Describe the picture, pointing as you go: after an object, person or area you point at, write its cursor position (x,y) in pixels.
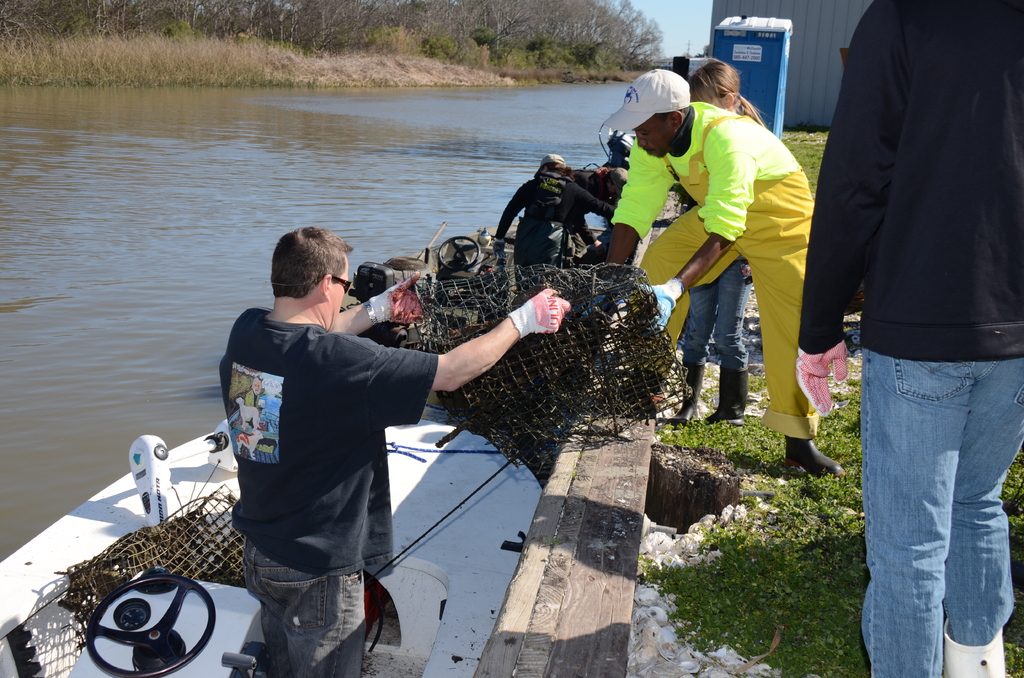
In this image we can see few people (780,346). One person (342,328) is wearing goggles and gloves (408,299). Another person (704,220) is wearing cap (622,118) and gloves (679,281). Two persons (679,281) are holding net (544,363). And there is a boat (203,482) on the water (122,412). In the back (433,19) we can see trees (475,29). Also there is sky (651,4). And there is a box (760,54) and a wall (816,43).
